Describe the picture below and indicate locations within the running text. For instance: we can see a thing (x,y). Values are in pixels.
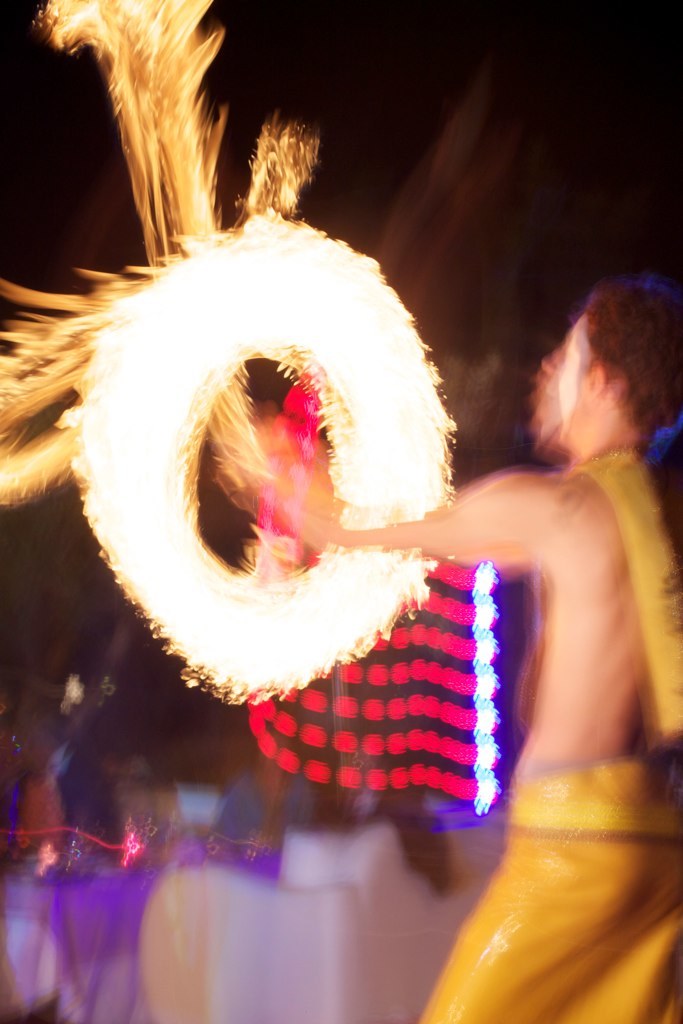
In this image there is a man (606,544) who is playing with the fire (224,589). In the background (443,741) there are lights (486,600).
